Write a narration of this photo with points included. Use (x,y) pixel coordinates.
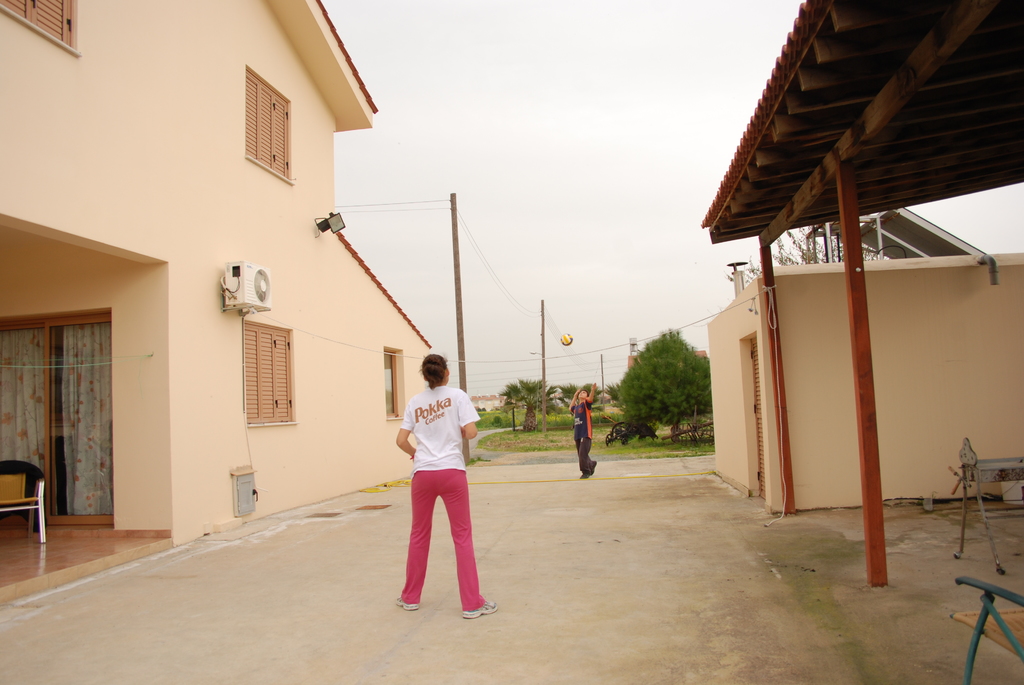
This image is taken outdoors. At the bottom of the image (327,589) there is a floor (695,558). At the top of the image (528,161) there is a sky (592,212). In the middle of the image (430,411) two people (445,401) are playing with a ball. On the left side of the image (158,260) there is a house (285,351) with a few walls (299,358), windows (287,375), an air conditioner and a door (24,407). There is an empty chair (21,481). In the background (661,365) there are a few trees (641,398) and plants (508,413). On the right side of the image (761,163) there is a shed (912,86) and a cabin (853,409).
